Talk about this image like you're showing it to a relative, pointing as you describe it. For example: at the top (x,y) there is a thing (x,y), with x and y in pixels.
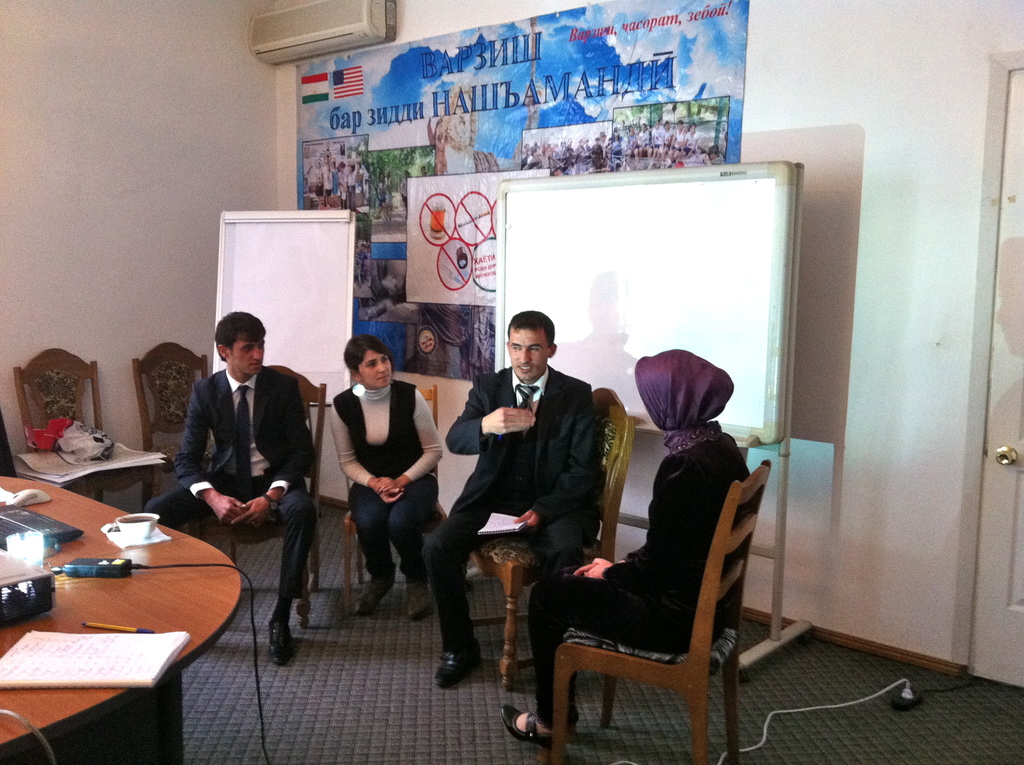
In this picture there are four people (523,508) sitting on chairs (624,471). Behind them there white boards (509,287). In front of them there is a table (159,588) and on it there are books (82,646), pencils (86,623), adapters (101,572), cup (144,531), laptop (42,524) and projector (26,585). To the left corner of the image (68,440) there is a chair (50,407) and on it there is a bag (54,437) and charts (67,476) placed. In the background (122,336) there is wall (792,92) and door (992,428). To the wall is a big poster (522,114) sticked and the air conditioner (302,38) is placed. There is carpet (348,673) on the floor (349,702).
